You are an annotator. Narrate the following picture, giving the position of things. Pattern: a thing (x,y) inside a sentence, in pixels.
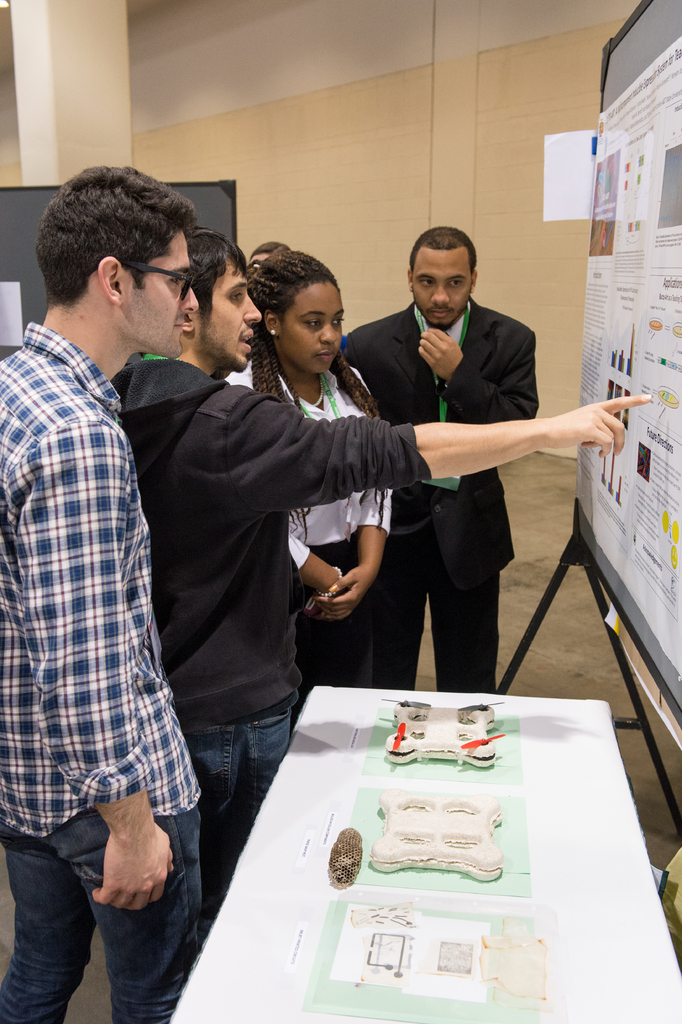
Four persons (209,440) are standing. A person (119,549) in the left (113,509) end is wearing specs (155,270). And second person (223,444) is talking and pointing something. There is a table (434,906). On the table (352,889) there are some items (477,740) kept. And there is a board (621,229). On the board (626,265) there is a banner (656,323). In the background (437,108) there is a wall (428,90). Also there is a pillar (66,90) and a board (21,229).
